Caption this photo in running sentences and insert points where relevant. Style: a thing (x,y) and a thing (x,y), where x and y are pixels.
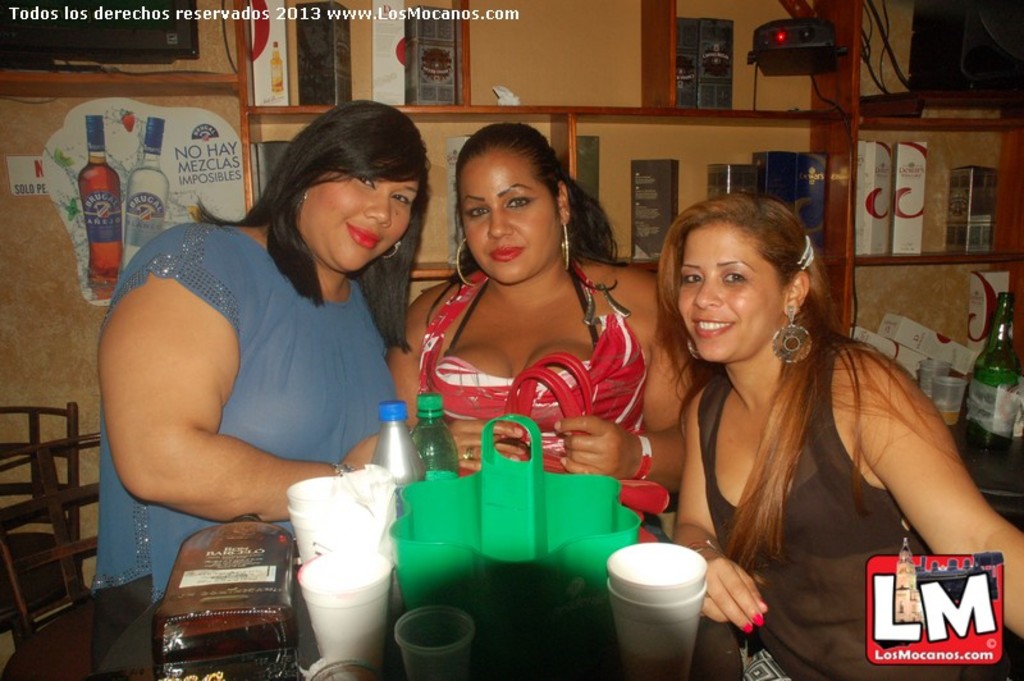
In this image we can see three women (94,609) near the table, on the table (393,590) there are glasses (657,552), basket (400,549), bottles (429,457) and few objects (236,614), in the background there are few objects (696,23) on the shelf (829,209), two chairs (50,471) near the wall (26,234) and poster (78,223) to the wall (20,248), television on the shelf (852,225) and a box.
